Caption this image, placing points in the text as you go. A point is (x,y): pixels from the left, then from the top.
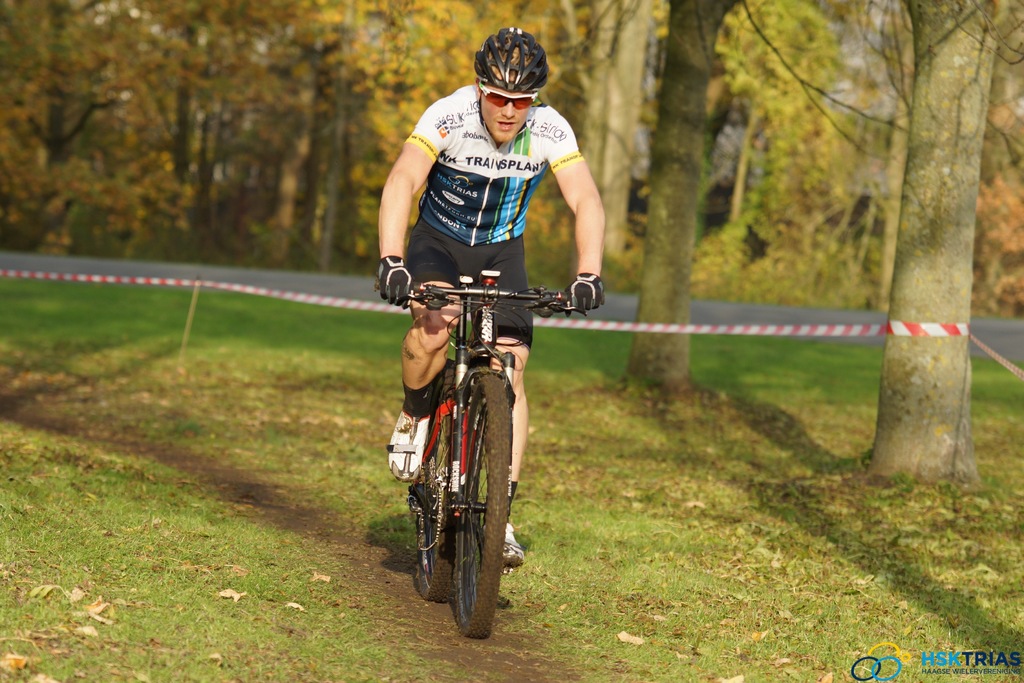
In this image I can see a man (490,195) riding the bicycle (475,489). He's wearing a helmet (518,69) on his head (524,69). It seems like a forest area (684,502). In the background (208,104) I can see trees (231,37) and road (244,283).
